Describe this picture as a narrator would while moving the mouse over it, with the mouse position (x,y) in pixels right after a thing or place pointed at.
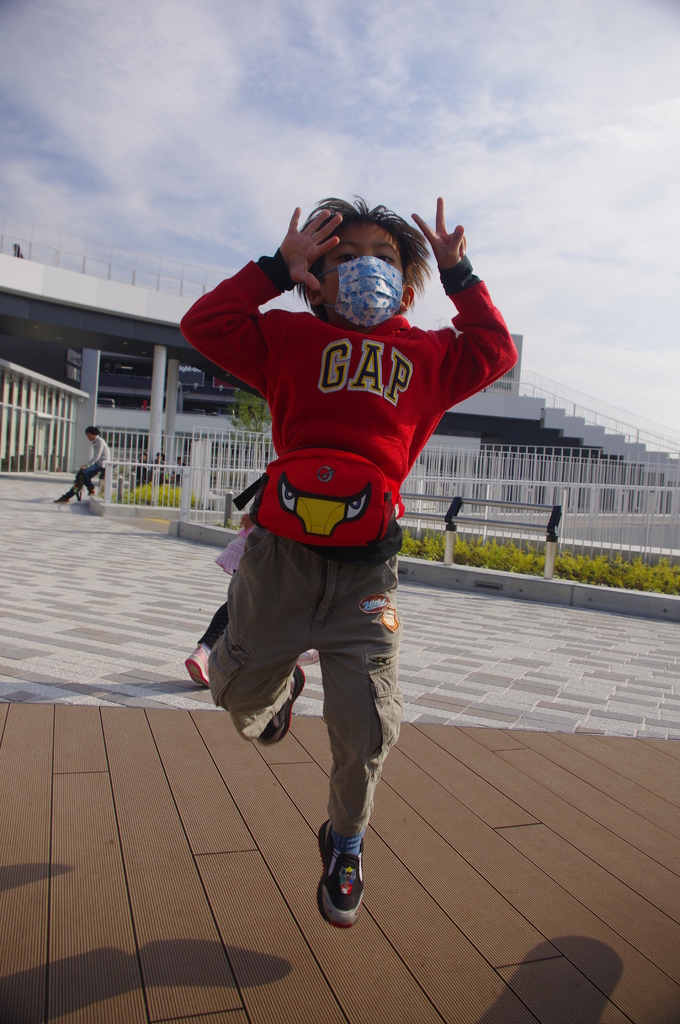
In the picture we can see a boy child (347,732) jumping on the mat (507,767) on the path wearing a mask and behind him we can see a path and railing (154,485) and behind it, we can see a grass surface (143,486) and in the background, we can see a person (69,499) sitting on the bench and behind it we can see a building (73,433) with pillars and behind it we can see a sky (447,131).
